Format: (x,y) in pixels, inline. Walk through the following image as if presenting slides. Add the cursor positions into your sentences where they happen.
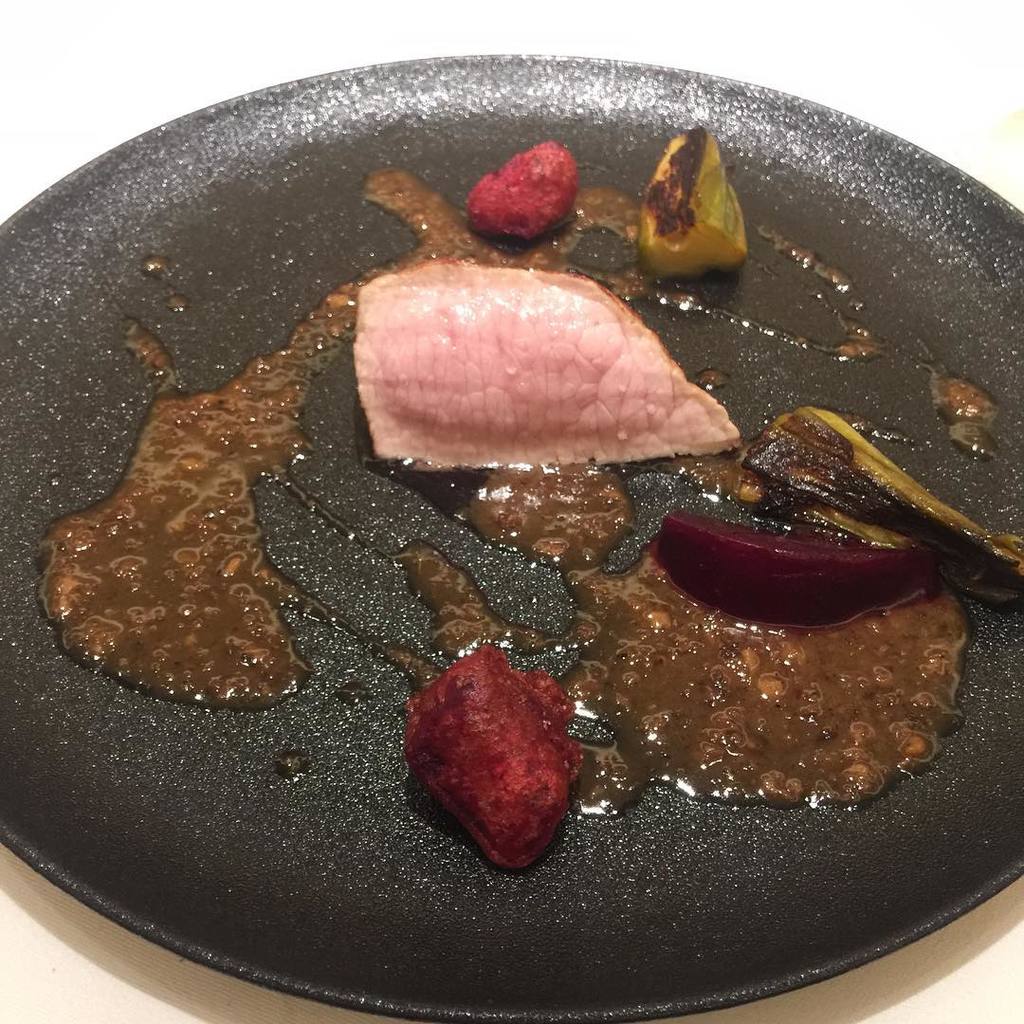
In this image I can see a black colored pan (313,905) on the white colored surface (50,920) and in the pan (269,919) I can see a brown colored liquid (133,579) and few food items (429,382) which are pink, red, green, black and maroon in color.
